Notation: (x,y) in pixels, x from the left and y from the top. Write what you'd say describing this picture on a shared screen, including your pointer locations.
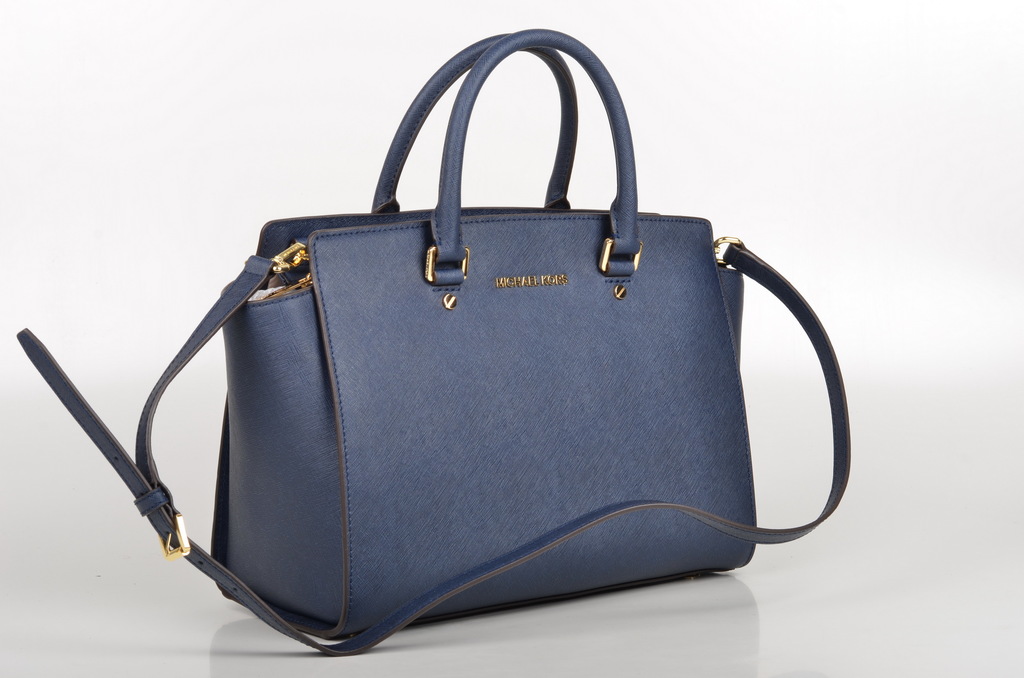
In the image there is a bag (430,479) which is in blue color.
